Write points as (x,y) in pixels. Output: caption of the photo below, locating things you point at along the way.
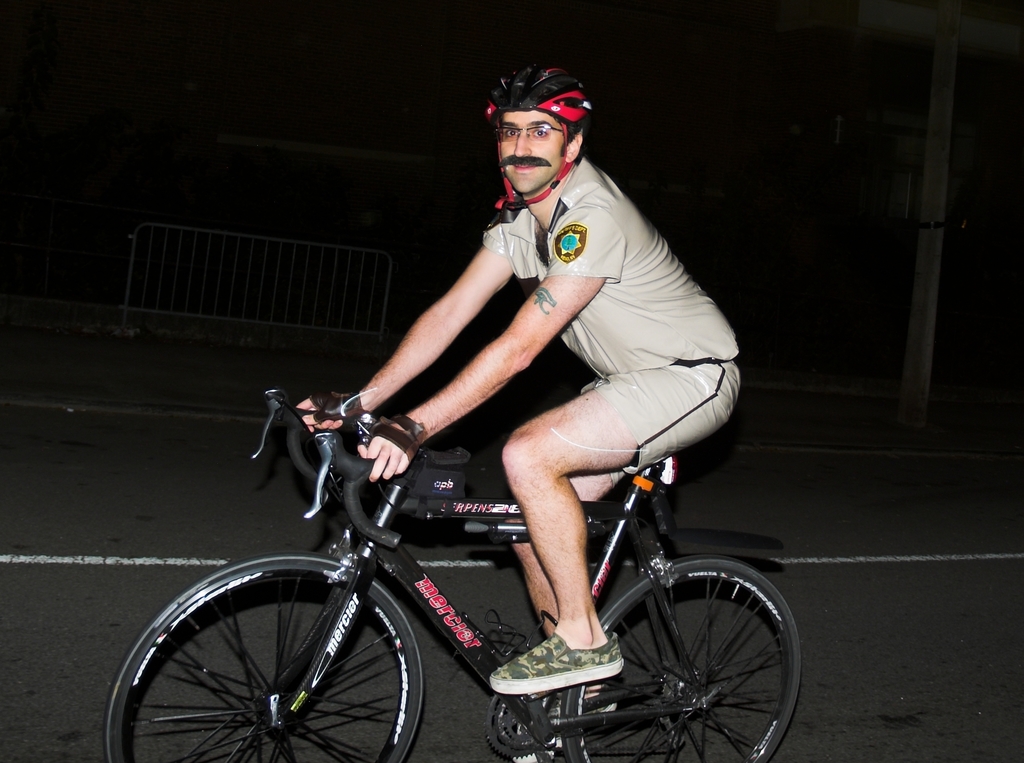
Man (592,228) in cream shirt (619,258) who is wearing black and red color helmet (545,94) is riding bicycle (361,714) on road (107,581). Beside him, we see iron railing (279,263) and this picture is taken in dark.
